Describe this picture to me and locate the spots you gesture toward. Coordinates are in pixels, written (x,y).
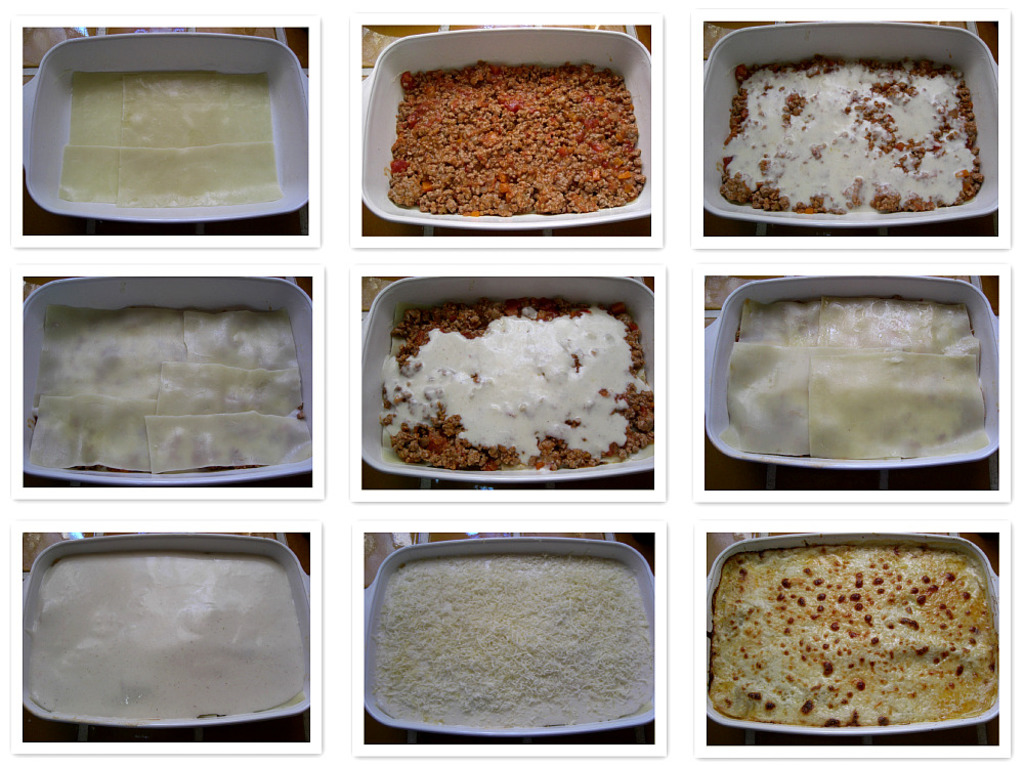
In this picture we can see collage images of a food (828,411).
